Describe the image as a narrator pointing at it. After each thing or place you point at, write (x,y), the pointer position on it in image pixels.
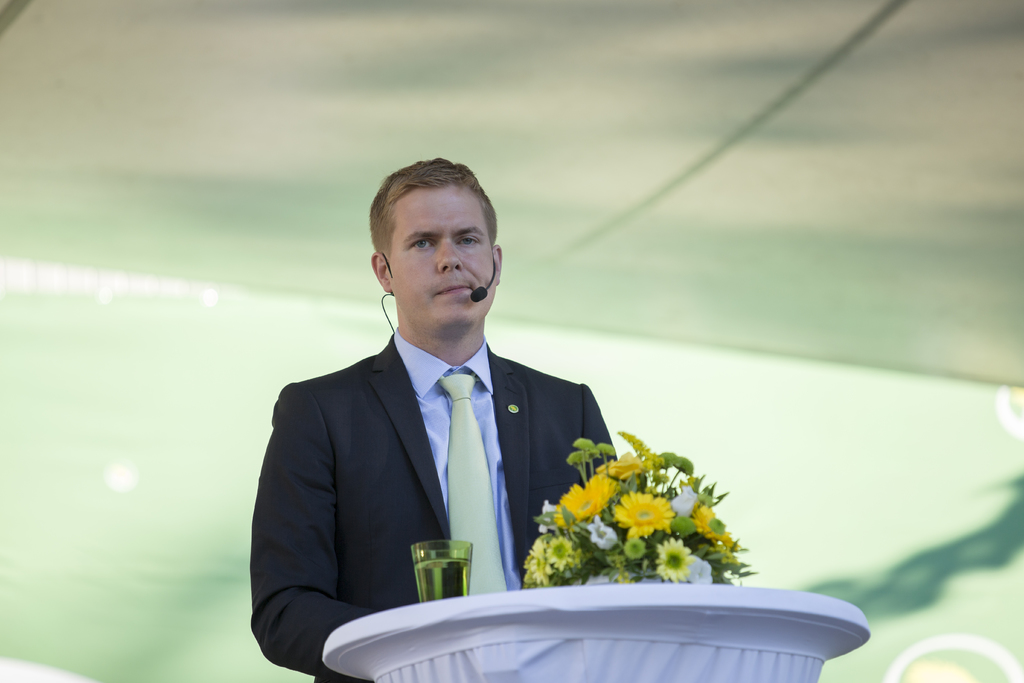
In this picture we can observe a person (393,453) standing. In front of him there is a table (422,646). We can observe a bouquet (620,550) and a glass (460,568) with some water (433,584) on the table (523,608). The person (369,490) is wearing a coat (374,465), shirt (441,398) and a tie (469,457). In the background (122,500) we can observe a green color cloth (155,507).
